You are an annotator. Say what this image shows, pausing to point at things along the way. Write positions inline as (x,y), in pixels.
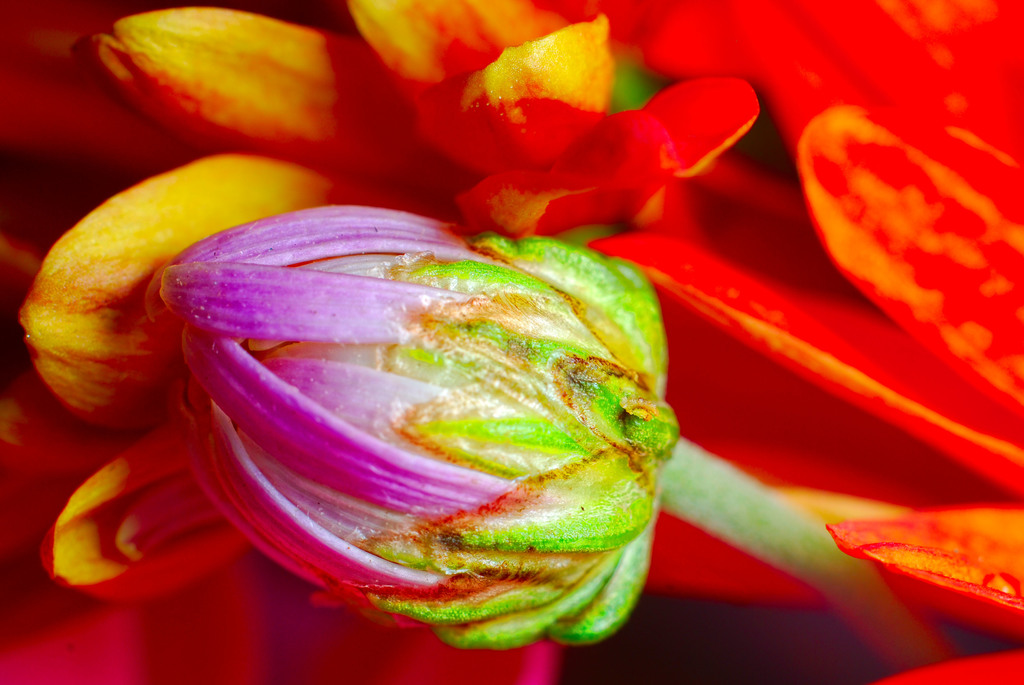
In this image I see the orange color flowers (556,225) and I see a bud (480,317) over here which is of purple and green in color.
